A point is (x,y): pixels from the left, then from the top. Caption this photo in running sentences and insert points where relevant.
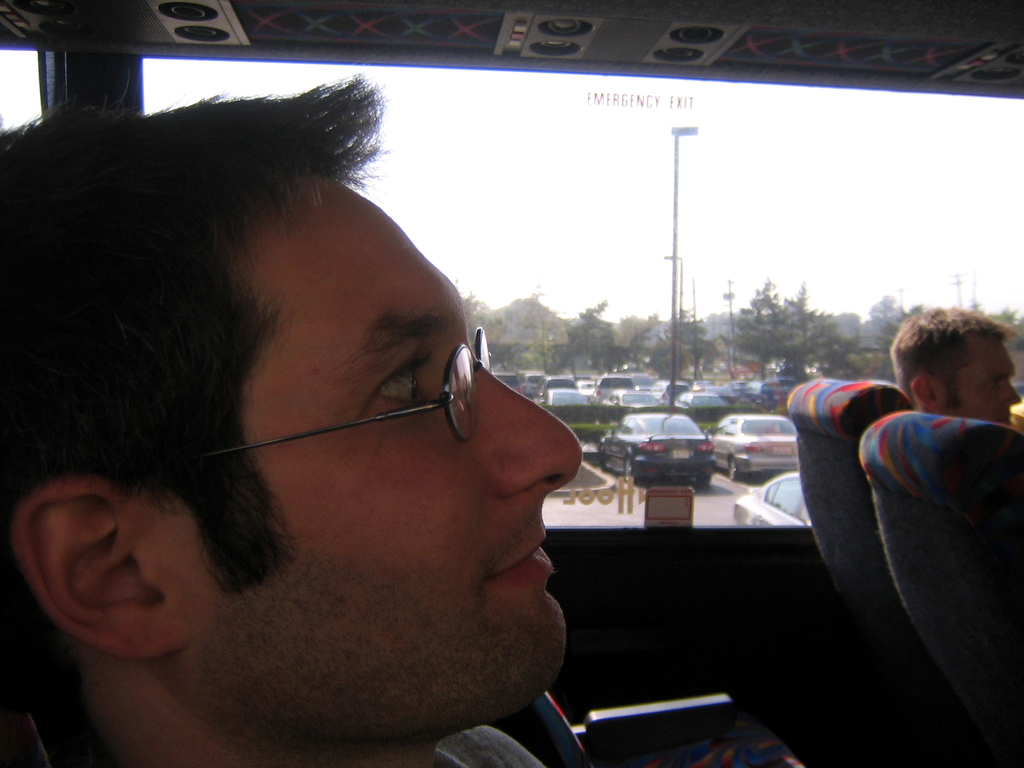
In this image we can see the inside view of a vehicle (662,613). In this image we can see persons (992,359), seats (888,640), glass window (623,378) and other objects (78,25). Behind the glass window (716,328) there are trees (639,349), poles (673,330), vehicles (541,377), sky (667,269) and other objects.
